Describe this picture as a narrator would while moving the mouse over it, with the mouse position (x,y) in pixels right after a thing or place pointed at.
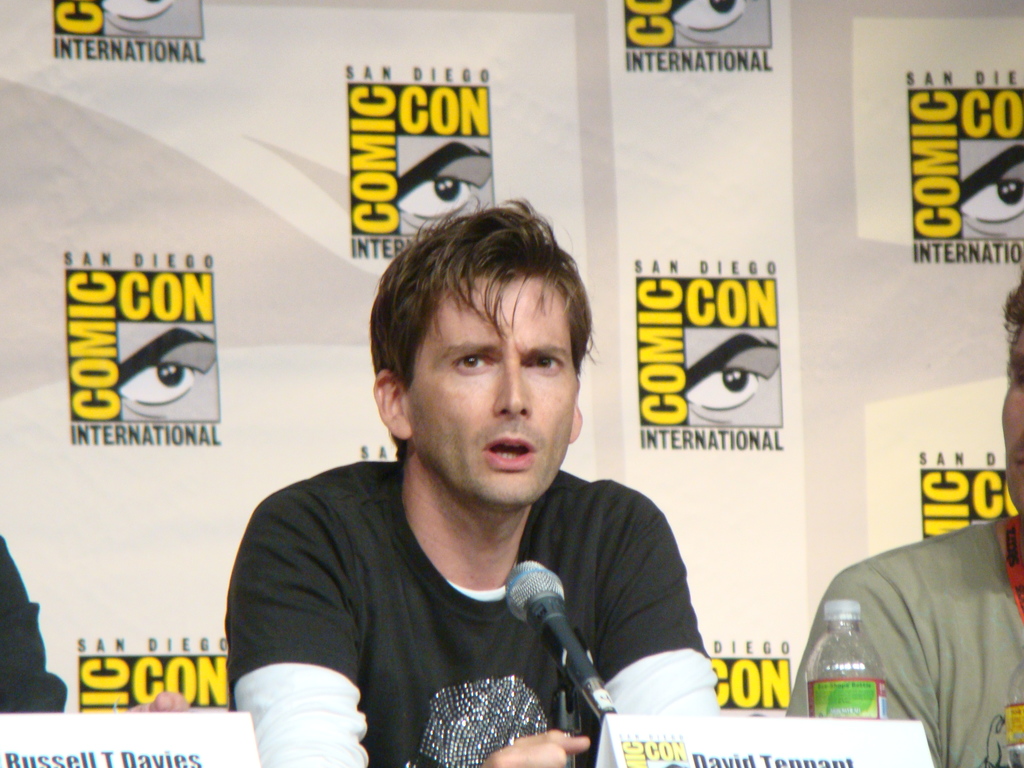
A man (373,577) with black and white t-shirt (365,636) is sitting. In front of him there is a mic (560,617). He is talking. On the table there is a name board (810,730), water bottle (833,651). To the right corner (982,606) there is another person (933,599) sitting. And behind them there is a big banner (290,294). And some logos (467,173) on it.
